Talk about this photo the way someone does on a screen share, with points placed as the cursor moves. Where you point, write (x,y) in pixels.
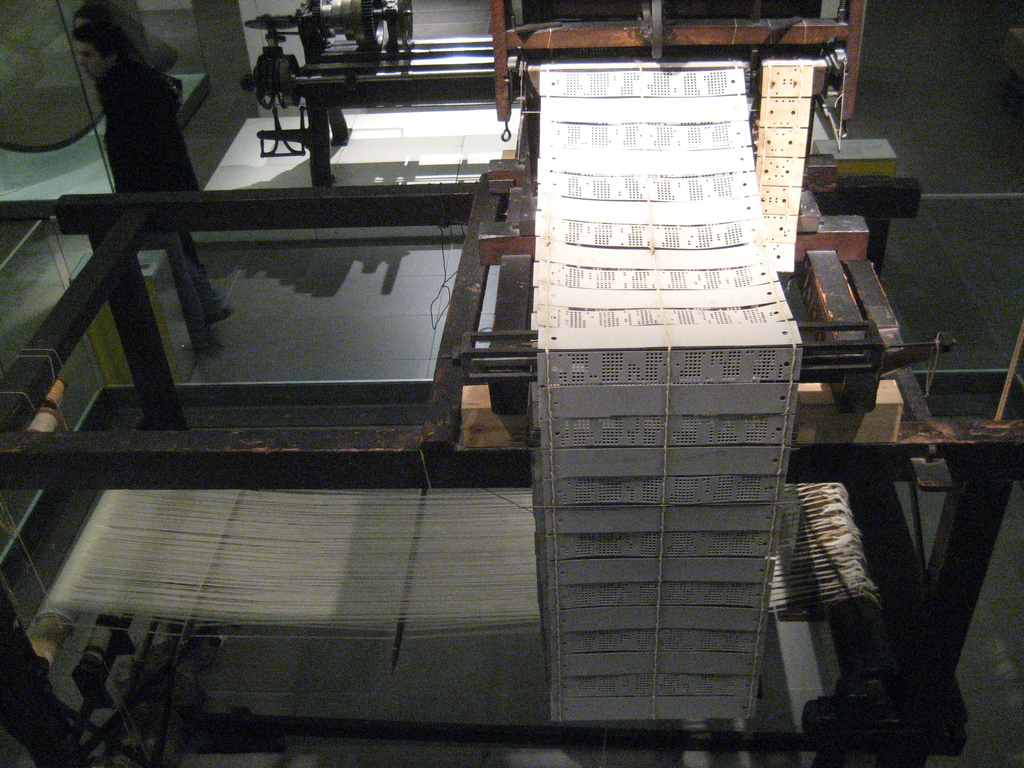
In this image there are machines (593,716) and a man (158,138) is standing near a machine (107,194).
